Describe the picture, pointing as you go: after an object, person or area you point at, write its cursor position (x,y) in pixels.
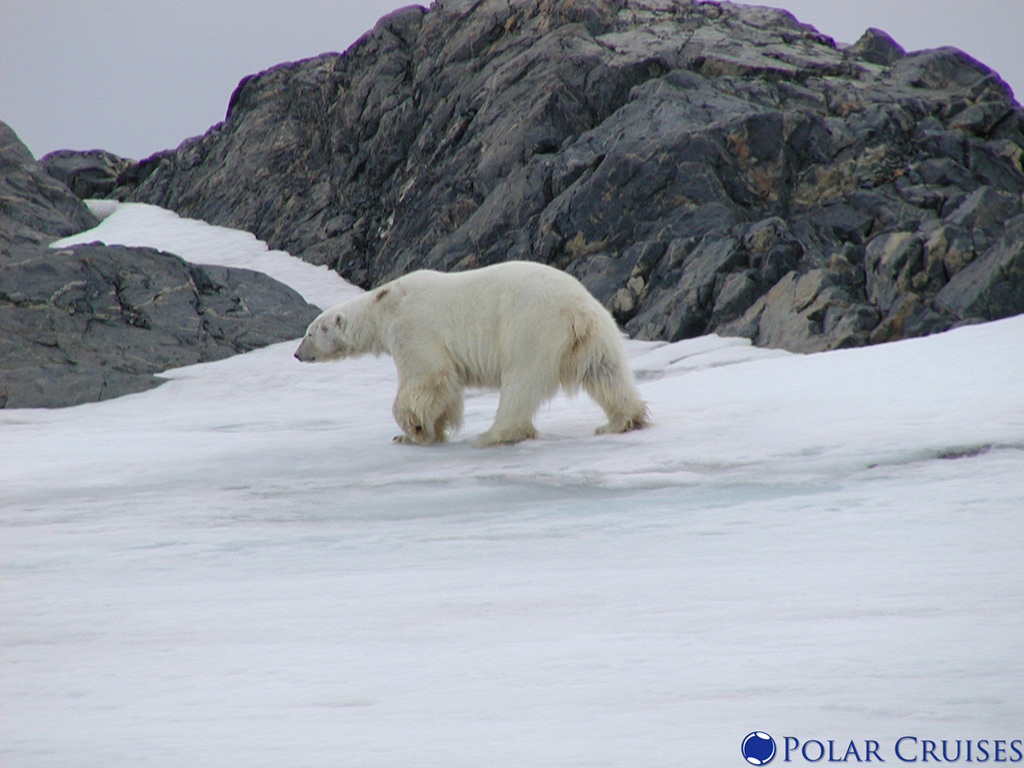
In this picture I can see there is a polar bear (517,373) walking on the snow (439,513), it has paws (493,440) and in the backdrop (452,173) there are rocks (18,301). The sky (93,115) is grey.
